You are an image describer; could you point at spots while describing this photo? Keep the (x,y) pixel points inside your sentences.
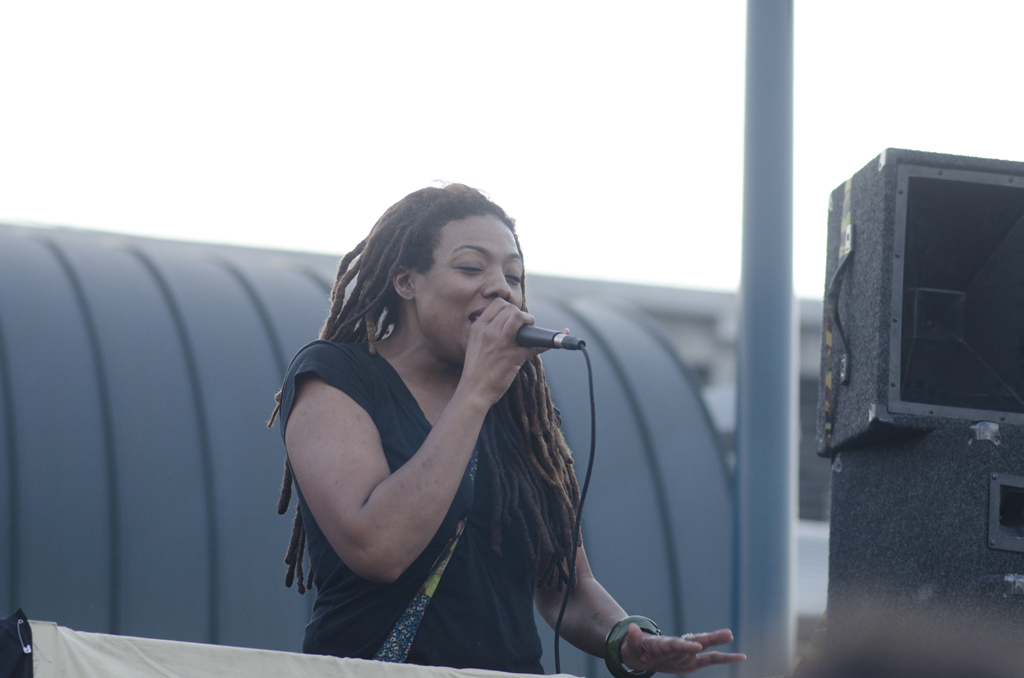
Here we can see a woman (458,273) standing and singing, and holding a microphone (569,340) in her hand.
